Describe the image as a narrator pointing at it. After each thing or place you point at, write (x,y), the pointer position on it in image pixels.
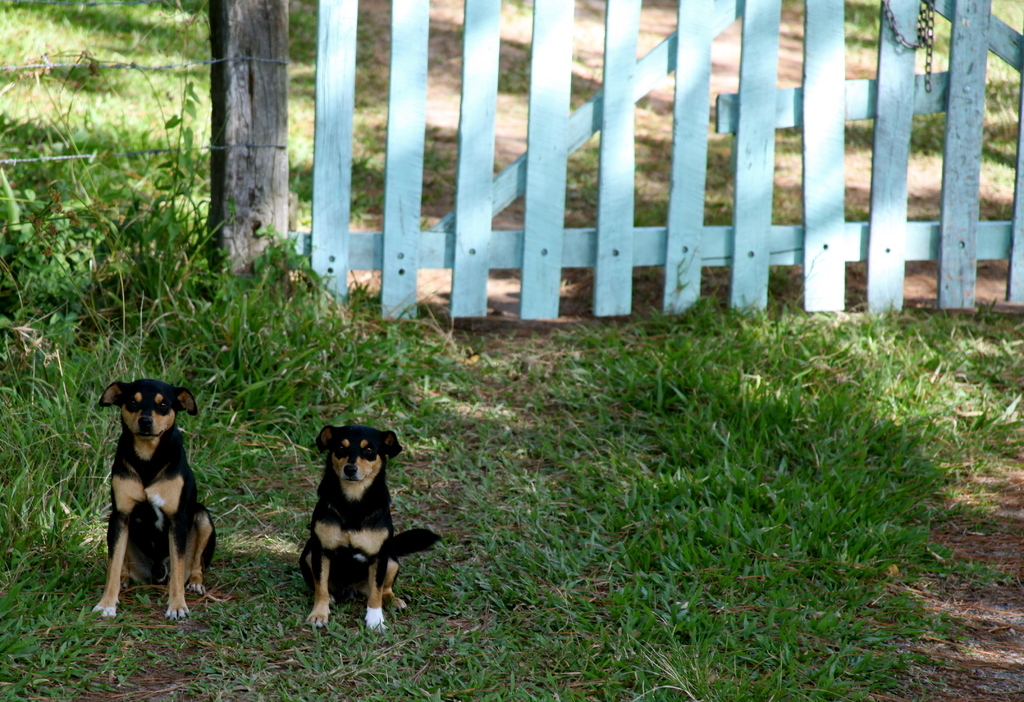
In this image there are two dogs (347,468). Behind the dogs (325,500) there is a fence (518,255). At the bottom of the image (630,564) there is grass (692,447) on the surface (692,447).
